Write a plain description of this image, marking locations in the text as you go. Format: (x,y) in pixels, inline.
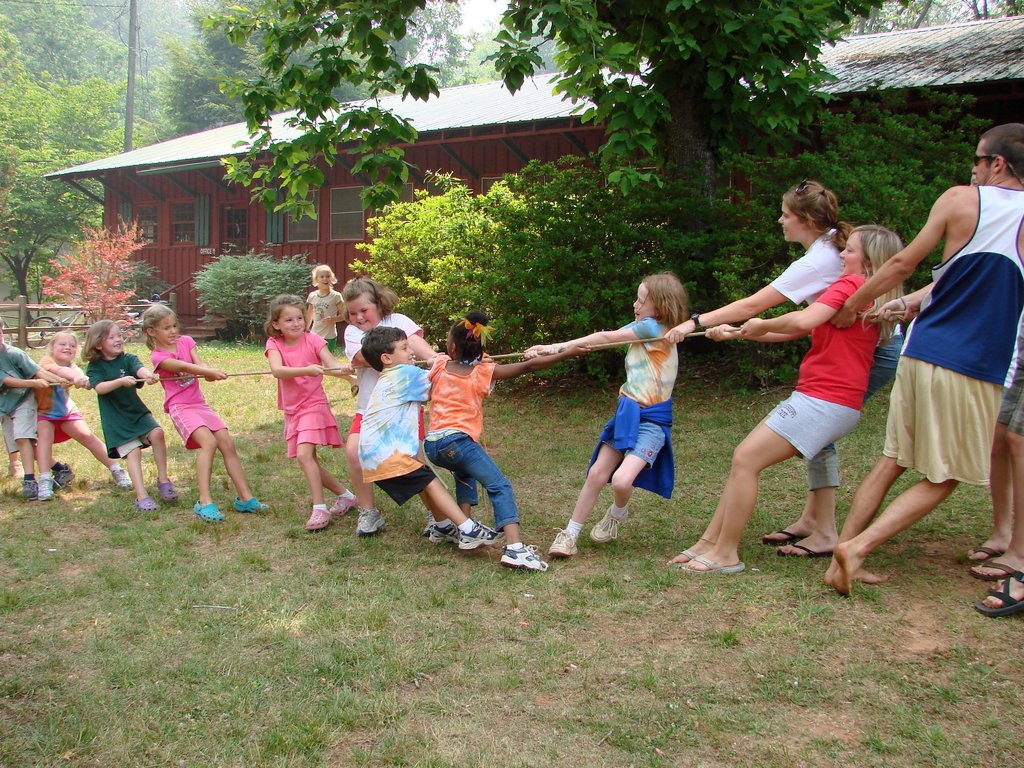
In the picture we can see group of people (369,383) playing game by holding rope (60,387) in their hands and pulling each other and in the background of the picture (626,221) there are some plants (254,323), trees (561,15) and there is a house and top of the picture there is clear sky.
